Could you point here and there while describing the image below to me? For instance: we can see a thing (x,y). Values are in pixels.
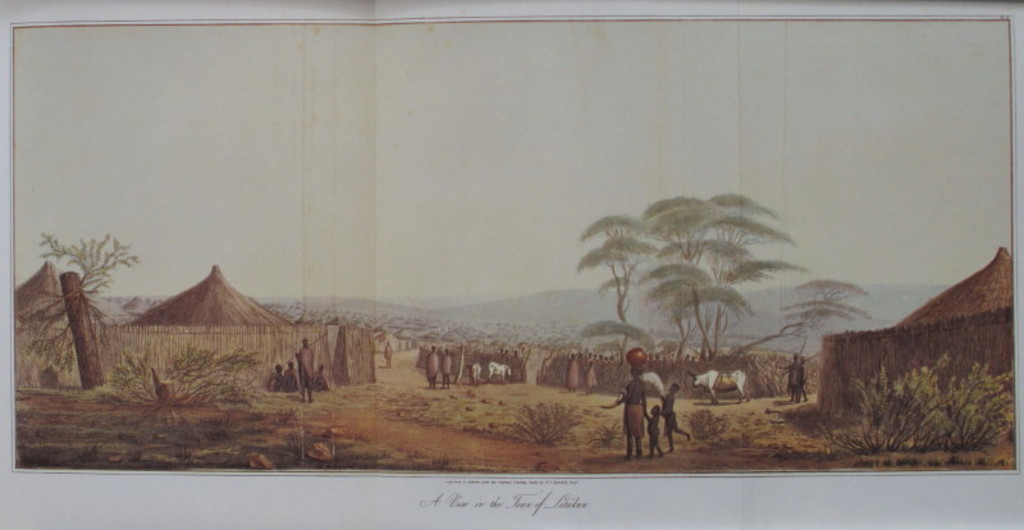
In this image we can see a picture (699,433) in which we can see a group of people (799,388) standing on the ground (406,380). One woman (643,399) is carrying a pot (642,358) on her head (641,374), we can also see some animals (502,374) on the ground (326,400). In the background (374,350), we can see some huts (941,307), fence (857,358), a group of plants (123,372), trees (590,335) and hills (573,333). At the top of the image (127,68) we can see the sky (482,224). At the bottom of the image (528,493) we can see some text (537,502).
